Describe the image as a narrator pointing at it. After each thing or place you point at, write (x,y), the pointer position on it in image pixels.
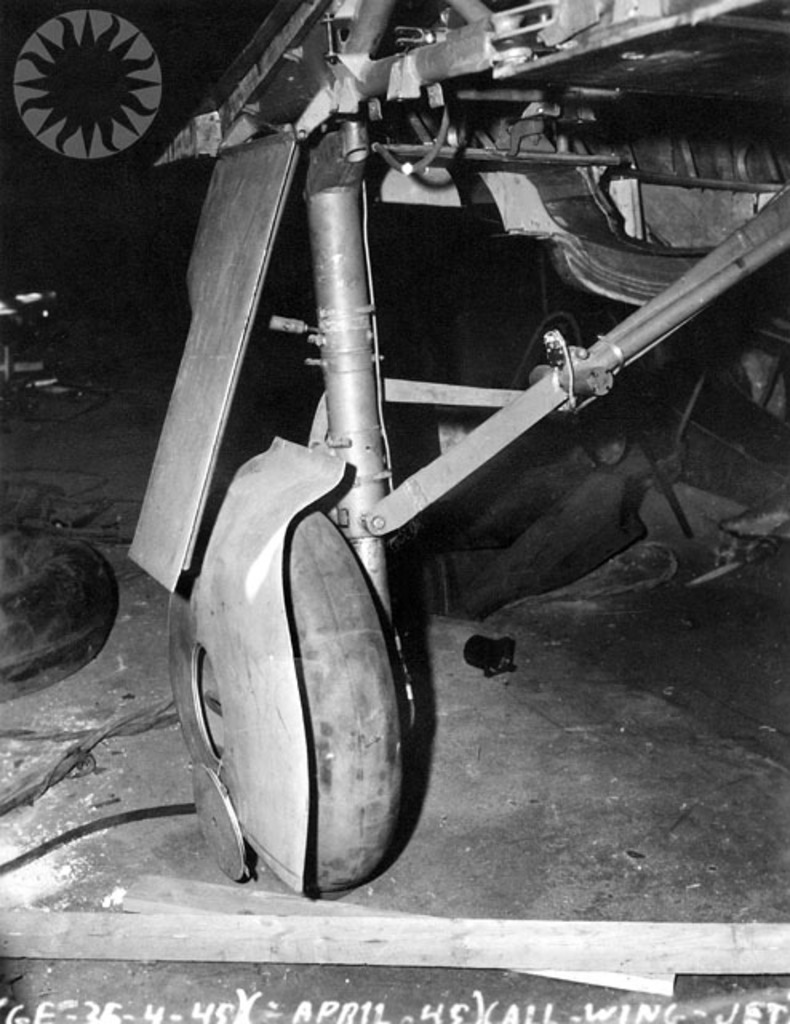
I see this is a black and white image and on this paper (105,1005) I see numbers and words (687,1016) written and I see a thing (216,351) over here and there is a wheel (288,745) connected to this thing (366,9) and I see the ground (58,813) on which there are few more things (96,592).
